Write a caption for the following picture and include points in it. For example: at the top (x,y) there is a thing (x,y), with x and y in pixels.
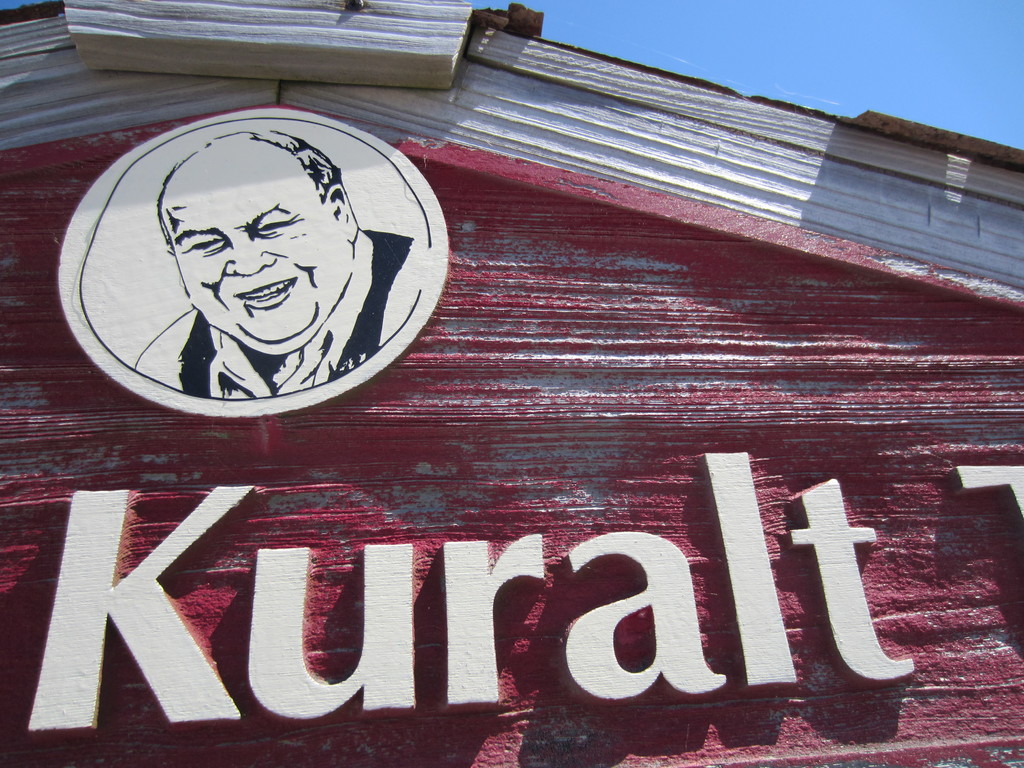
In this picture we can see a person (242,269) on a board (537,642) and there is a name board (530,475) and behind the wall (641,189) there is a sky (673,23).
